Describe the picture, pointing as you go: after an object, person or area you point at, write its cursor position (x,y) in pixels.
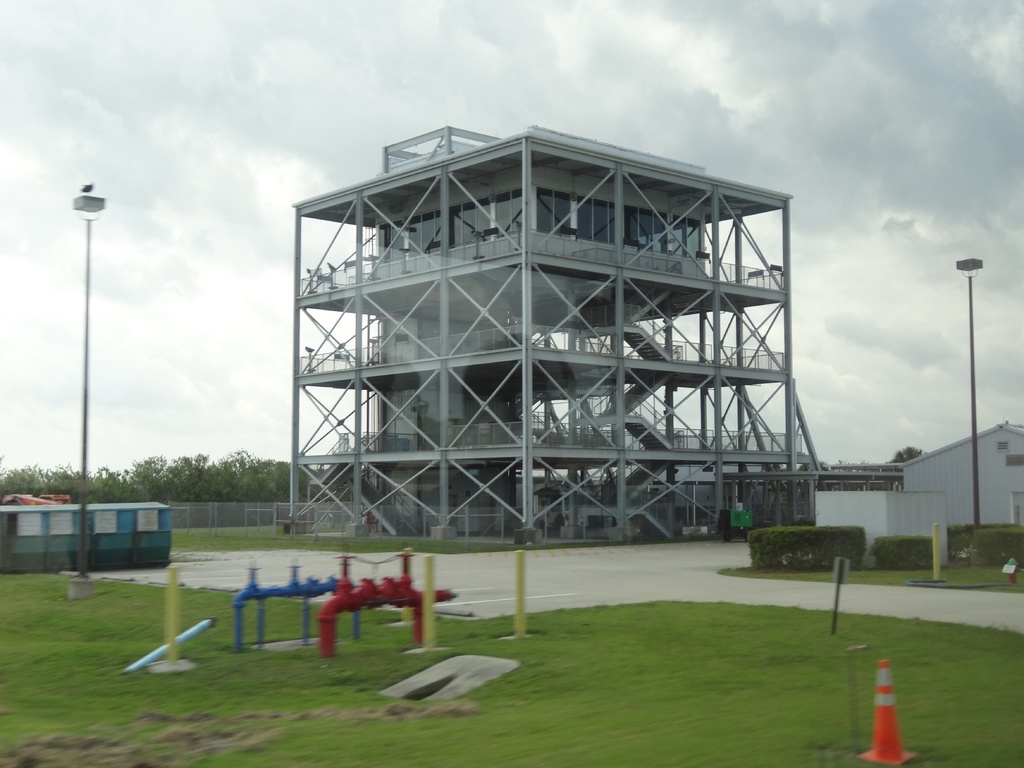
In the picture we can see a grass surface (671,721) with two pipe connections (355,599) one is red in color and one is blue in color and beside it, we can see a pole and in the background (648,465), we can see a building (656,455) with poles (668,432) and glasses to it and beside it, we can see a pole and shed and behind it we can see the railing wall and behind it we can see plants (214,468) and sky (918,409) with clouds (1001,403).
